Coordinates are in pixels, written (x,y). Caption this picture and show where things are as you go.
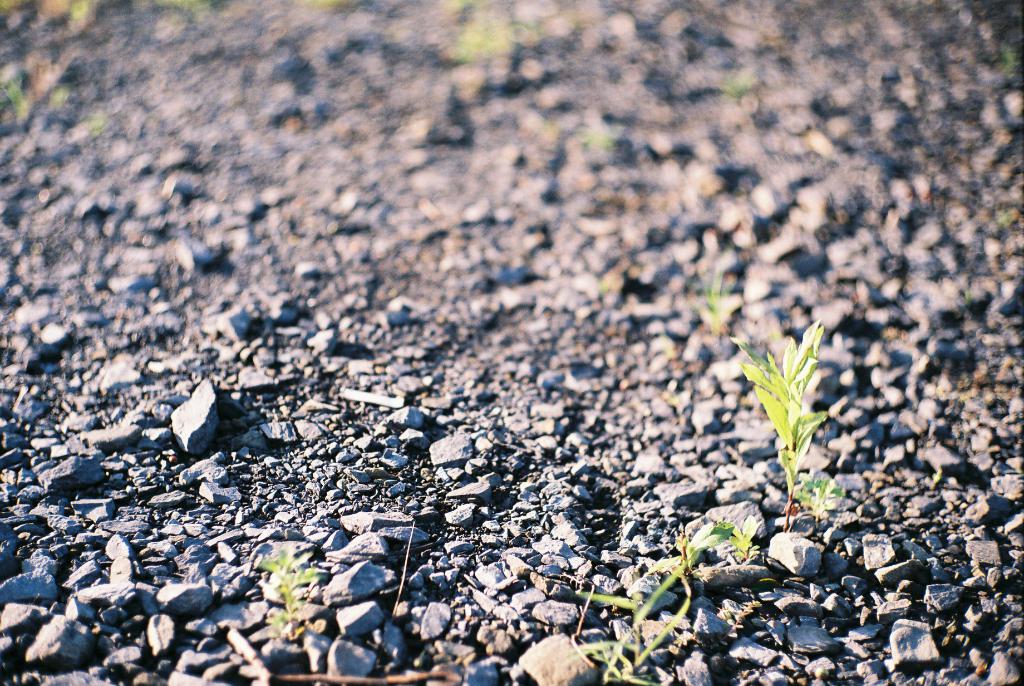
In this picture, we can see ground (480,461) with stones (379,433), plants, and the blurred background (456,320).
